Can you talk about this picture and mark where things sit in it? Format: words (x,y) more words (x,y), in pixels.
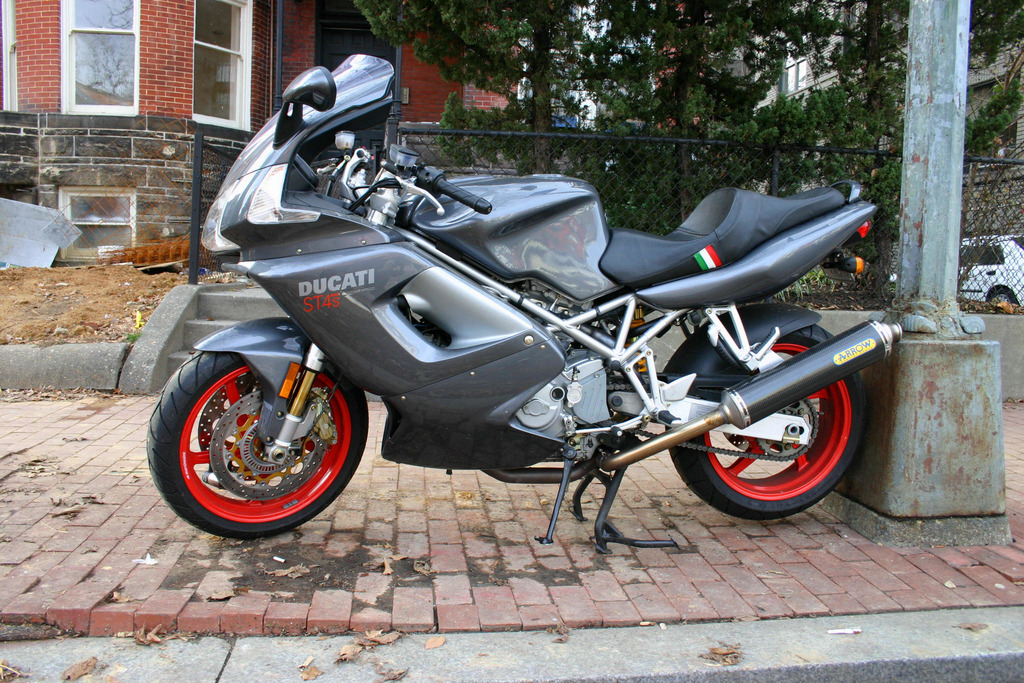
In the middle of the image (671,411) we can see a motor vehicle (303,422) placed on the floor (812,561). In the background (674,186) we can see iron mesh (776,150), pole (906,130), sand (93,323), shredded leaves (388,561), trees (713,102), buildings (158,63) and a car (968,274).
